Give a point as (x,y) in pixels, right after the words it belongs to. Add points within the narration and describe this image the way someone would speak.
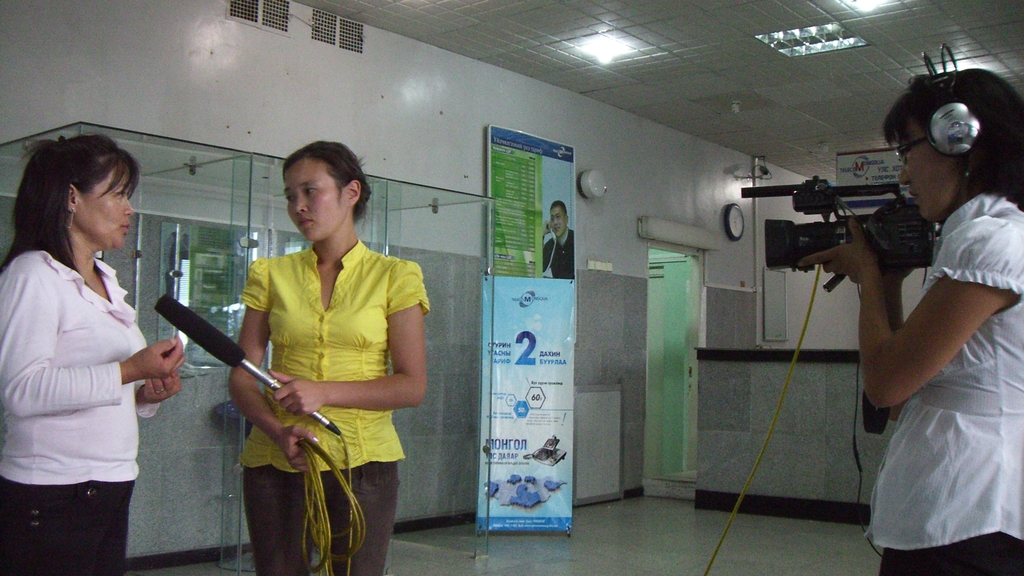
In this image there is a woman (282,359) who is interviewing another woman (88,319) by holding the mic (227,360). In front of them there is a woman (888,305) who is holding the camera (892,225). In the background (558,242) there is a banner (550,239). At the top (591,89) there is ceiling (620,77) with the lights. Behind them there is a glass wall (201,200). There is a wall clock (733,225) attached to the wall (688,176). On the right side (753,406) there is a desk (716,427).
